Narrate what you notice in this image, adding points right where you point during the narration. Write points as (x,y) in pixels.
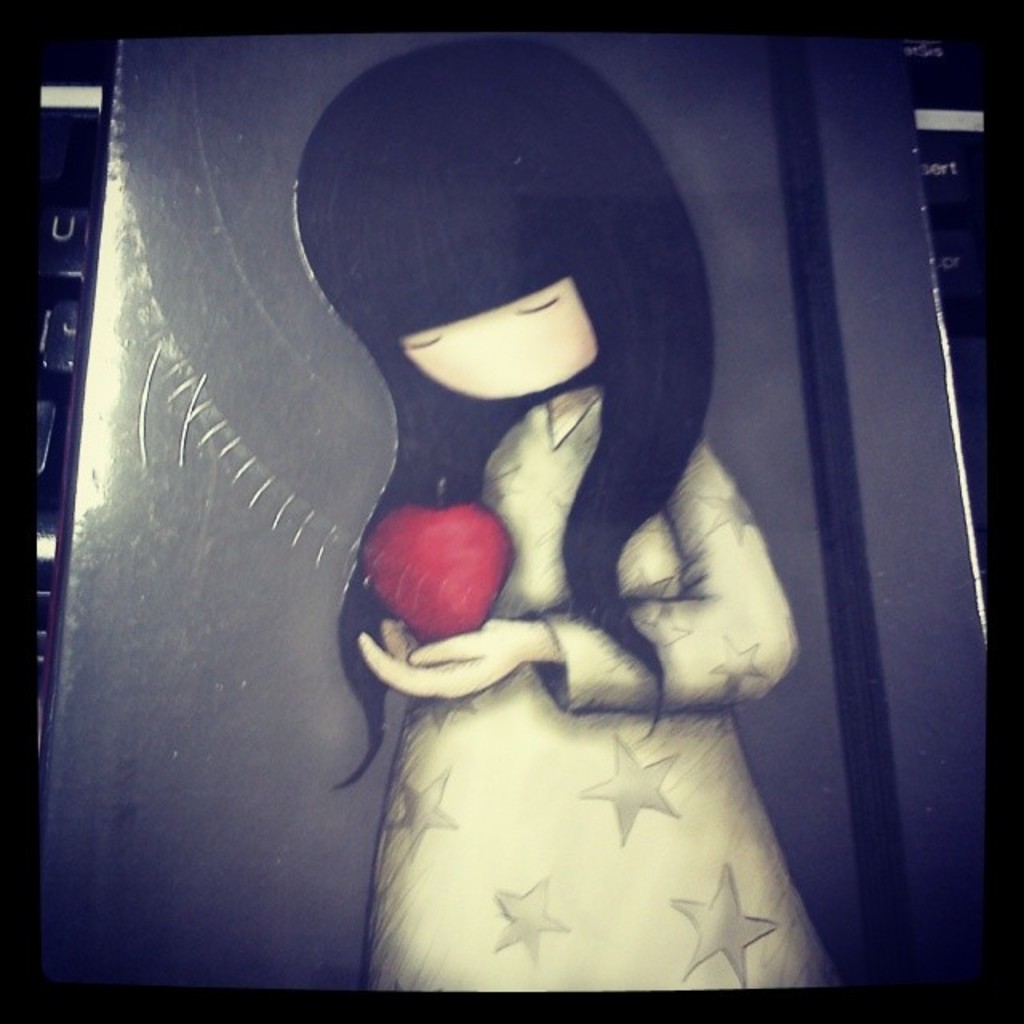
In this image I can see cartoon (463,357) of a girl (515,98) and I can see she is holding a red colour thing (432,579).
